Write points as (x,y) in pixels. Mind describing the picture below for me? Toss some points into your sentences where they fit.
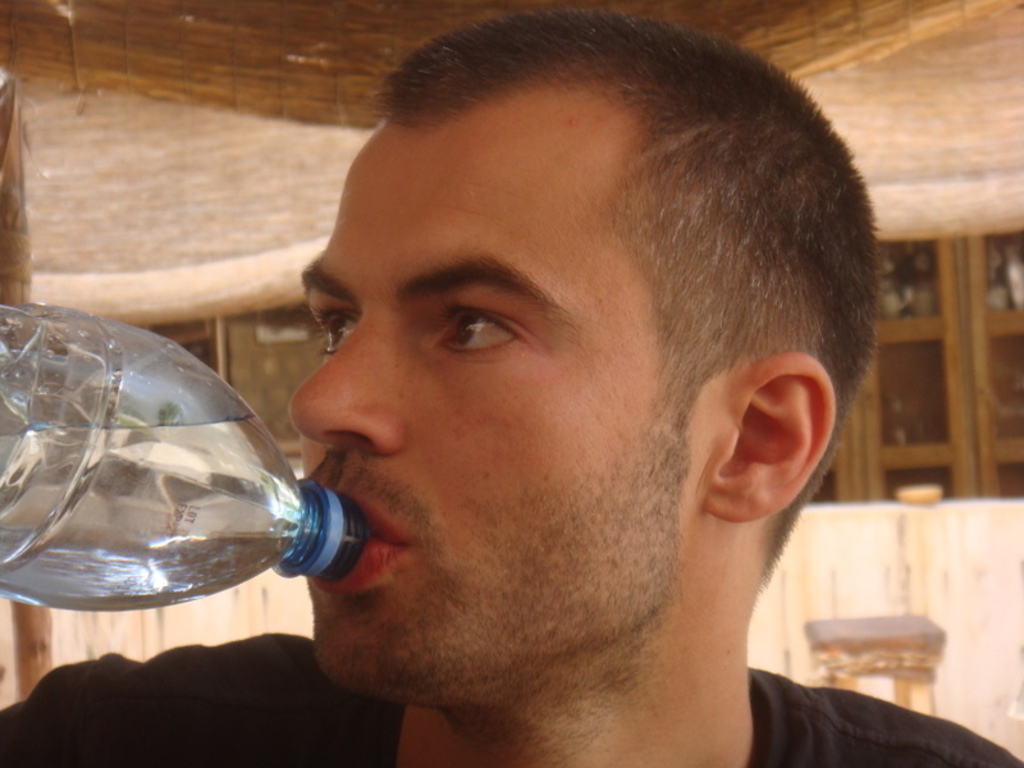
Here we can see a man (791,435) drinking a water (255,425).
